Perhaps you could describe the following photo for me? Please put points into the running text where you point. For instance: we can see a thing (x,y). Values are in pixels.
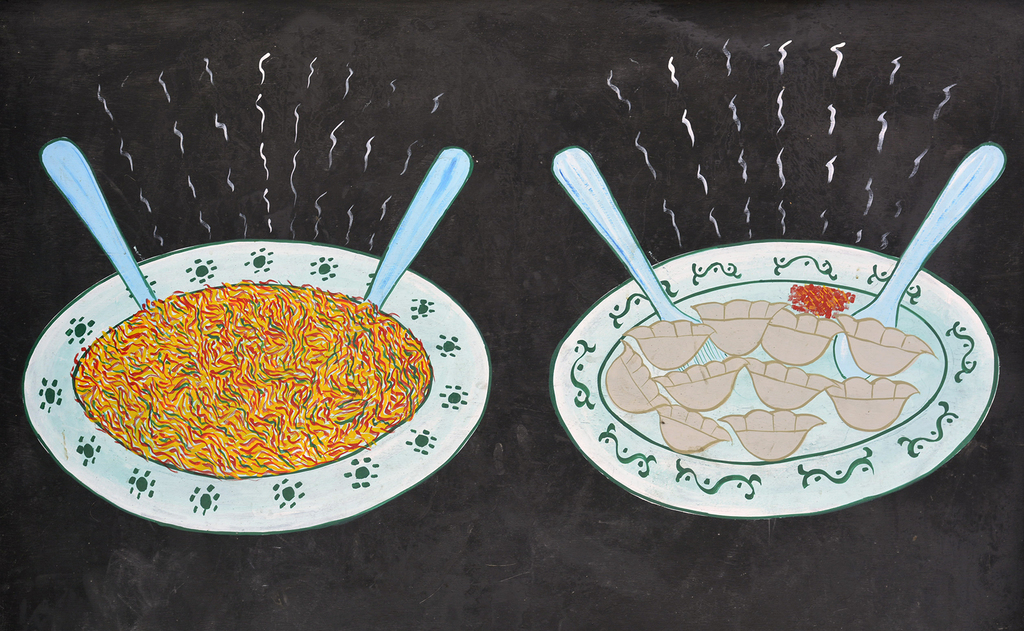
There is a drawing of 2 white plates (954,325) which have food items (767,326) and 2 spoons (901,262) in it. There is a black background (478,442).
